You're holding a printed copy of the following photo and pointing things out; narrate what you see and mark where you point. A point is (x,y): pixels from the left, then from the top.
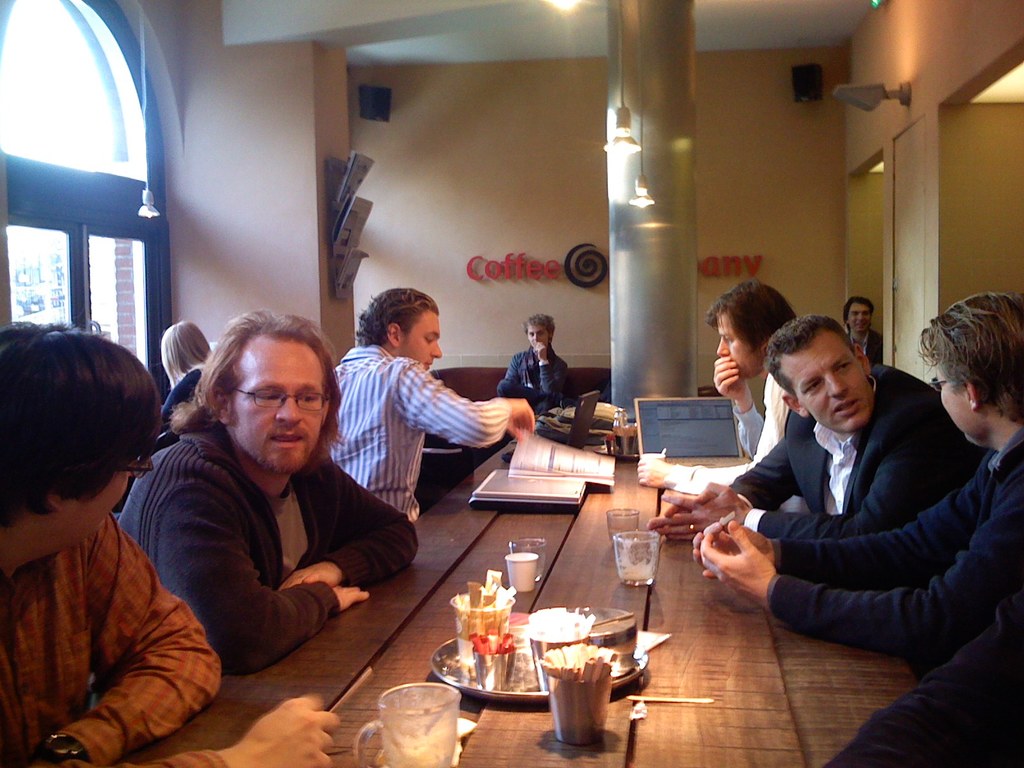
in this image i can see a group of persons (201,535) sitting on the table (608,751), on the table (517,760) there are some glasses (434,734) and plate (515,686) kept on the table (674,753) and there is a light (568,3) and there is a window (63,179) and there is some text (508,266) written on the wall (431,229) of the image.
